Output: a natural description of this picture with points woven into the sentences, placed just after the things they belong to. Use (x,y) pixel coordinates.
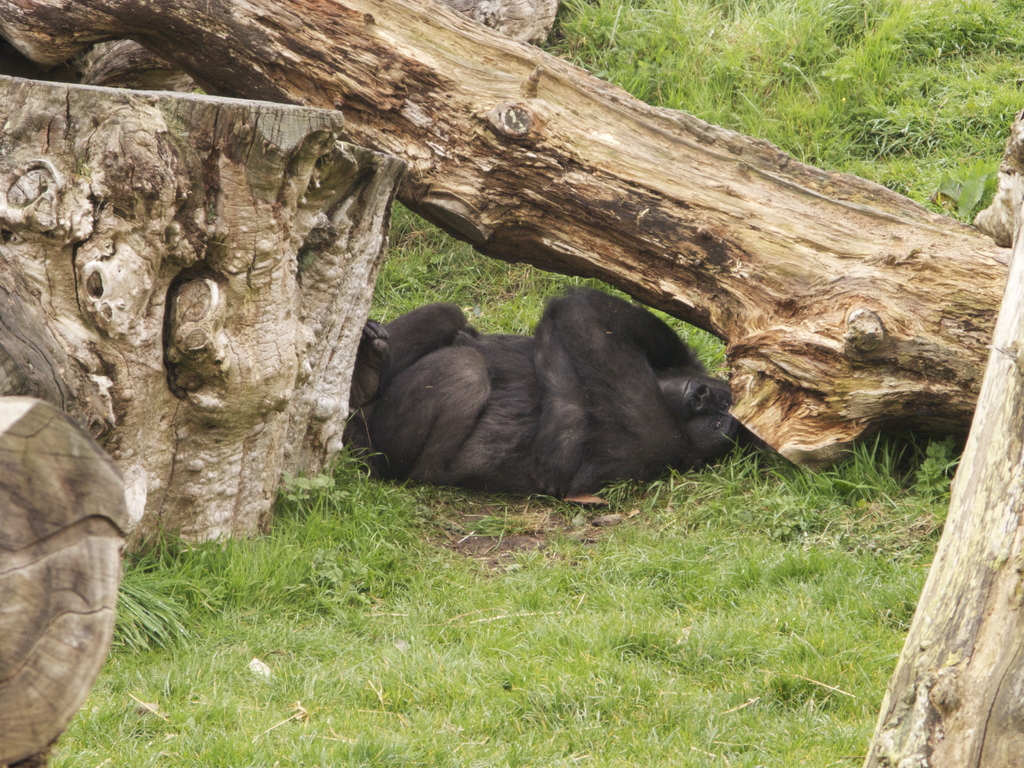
In this image I can see an animal (517,489) which is in black color. It is lying under the wooden log (494,181). To the side I can see few more wooden logs (208,330) and the grass (390,309).
